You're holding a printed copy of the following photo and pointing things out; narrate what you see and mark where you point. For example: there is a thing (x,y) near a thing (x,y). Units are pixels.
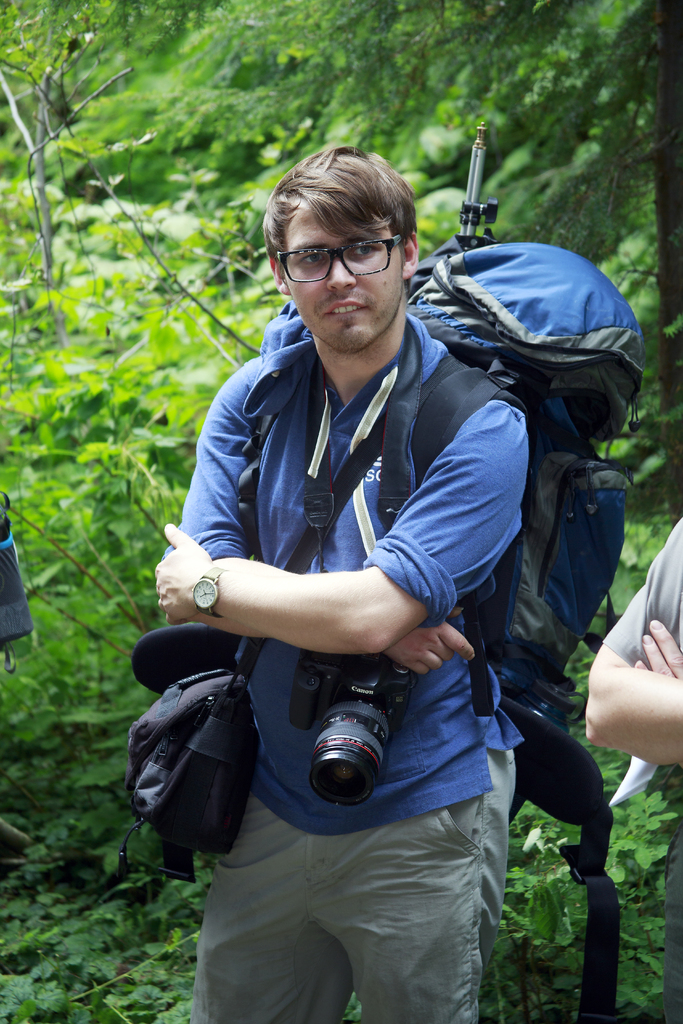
In this image there is a person (359,874) with blue jacket (446,476), he is standing, there is a watch (214,569) to his left hand (243,589). There is a bag (558,454) and camera (350,733) in this image, at the back (228,238) there is a tree (192,153).
